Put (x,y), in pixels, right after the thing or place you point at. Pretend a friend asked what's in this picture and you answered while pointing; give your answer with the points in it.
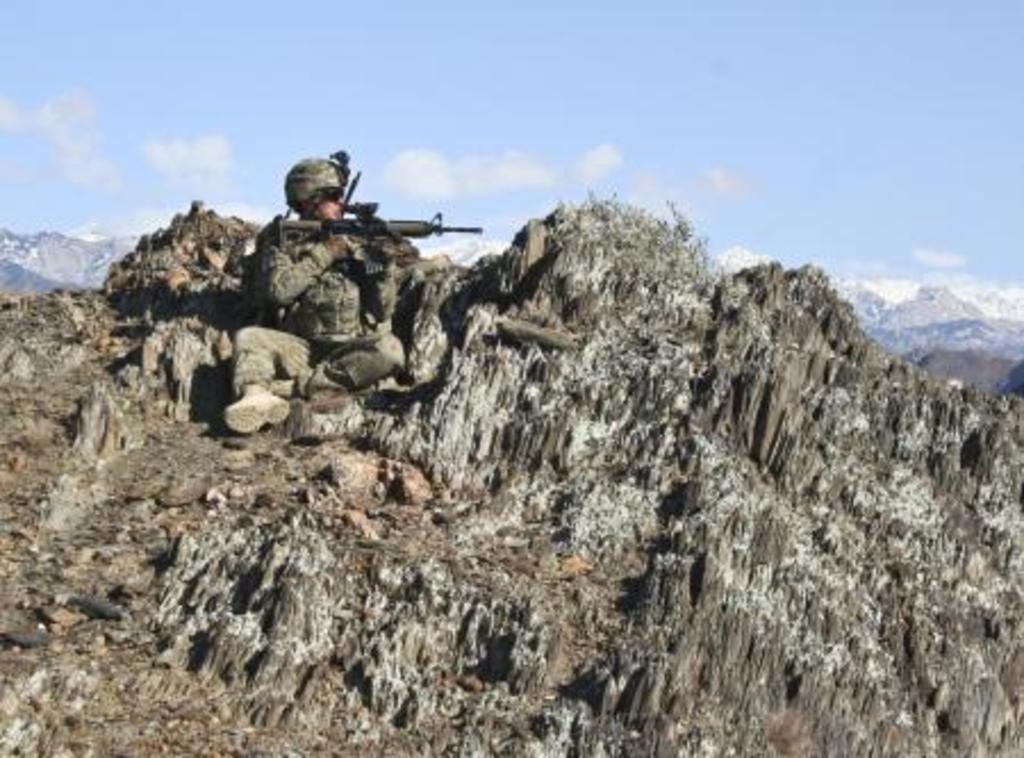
In this image we can see a person (319,323) sitting the mountain (86,753) and holding a gun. There are many mountains (756,402) in the image. We can see the clouds (449,181) in the sky (745,200).
